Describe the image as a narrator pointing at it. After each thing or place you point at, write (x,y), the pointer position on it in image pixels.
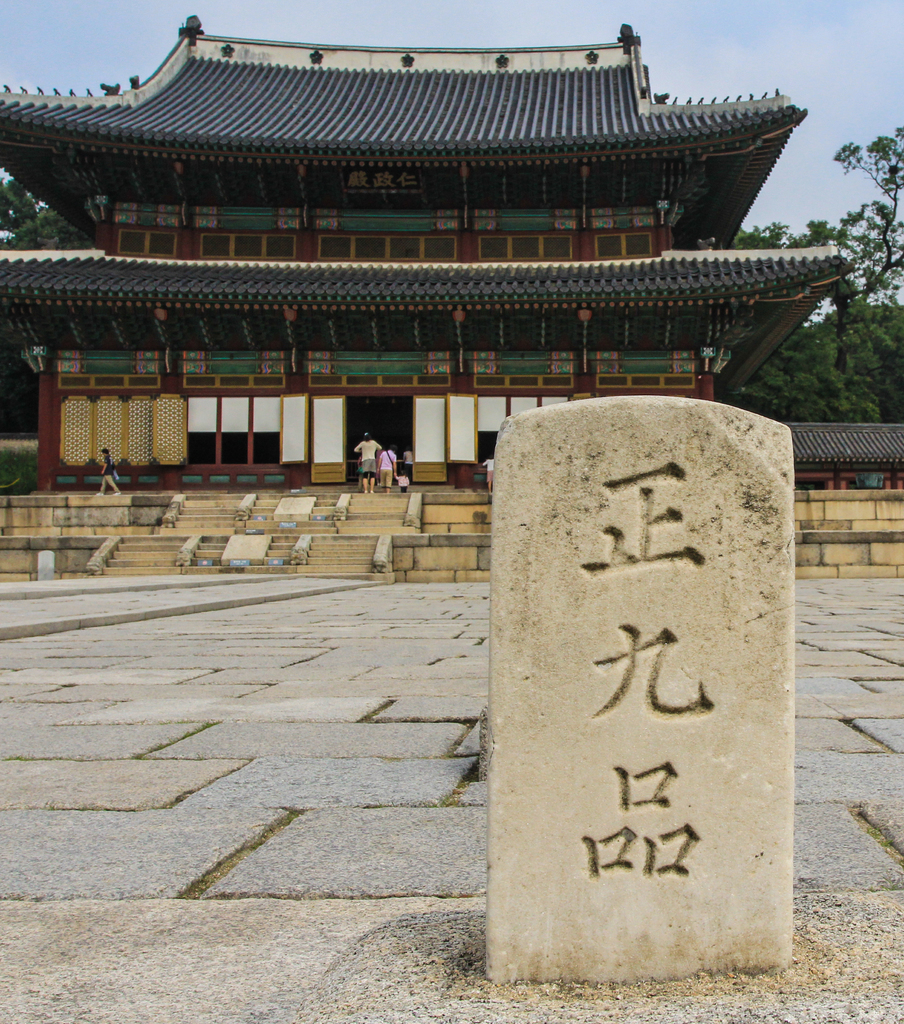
In this image in the background (509,235) there is a building (240,328), and there are some people (371,461) who are walking in to that building (478,473) and also there are some stairs (406,520). In the foreground (539,645) there is one pillar (615,510), and in the background (831,357) there are some trees (827,238). On the top of the image (558,13) there is sky (141,22).
